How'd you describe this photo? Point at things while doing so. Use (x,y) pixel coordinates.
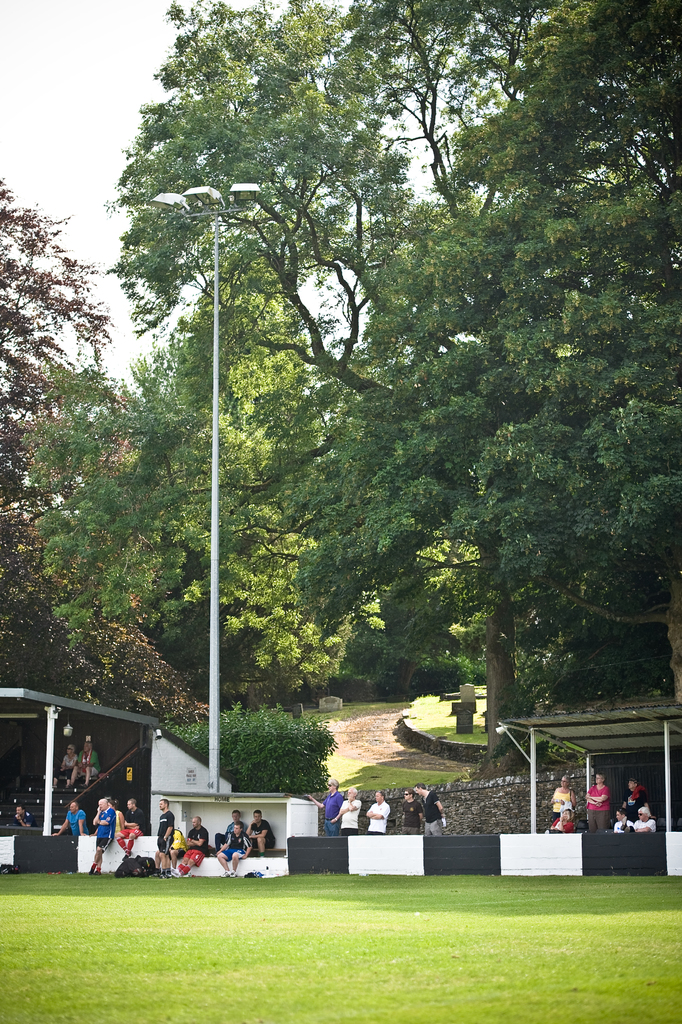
In this picture we can see the ground (337,966), here we can see people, shelters (662,761), trees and an electric pole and we can see sky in the background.
